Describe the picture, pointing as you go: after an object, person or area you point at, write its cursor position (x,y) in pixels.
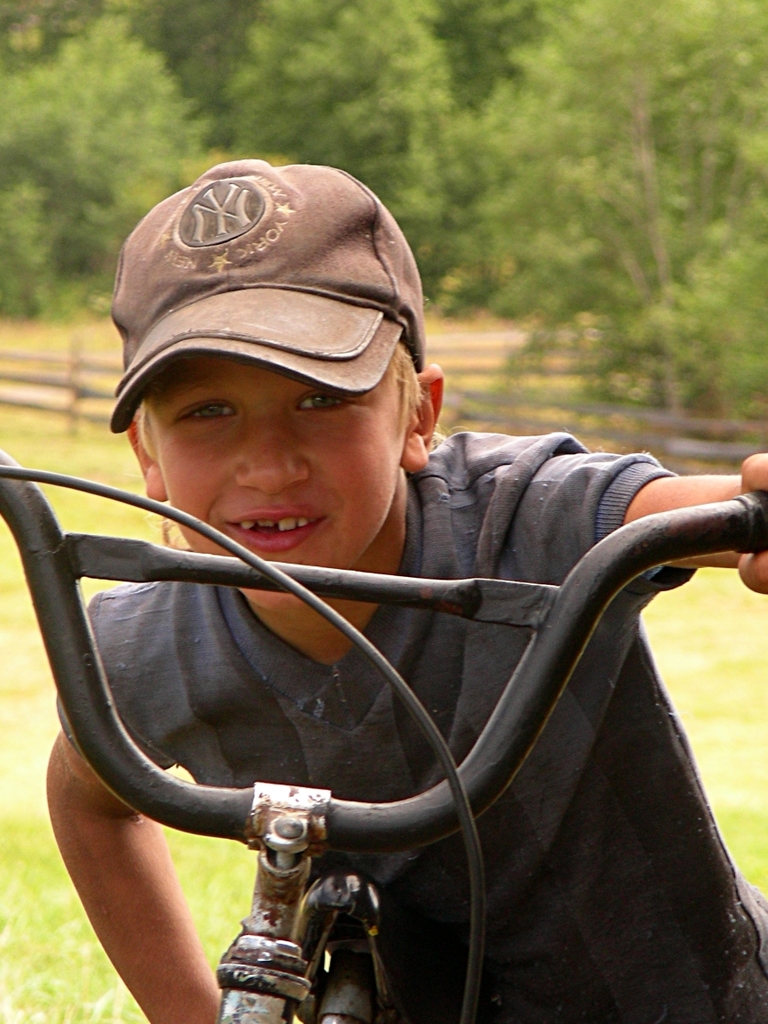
In this image there is a boy (622,944) with a cap (329,265) and he is holding the bicycle (373,881). In the background (505,416) there are trees (550,152) and also fence (613,407).
